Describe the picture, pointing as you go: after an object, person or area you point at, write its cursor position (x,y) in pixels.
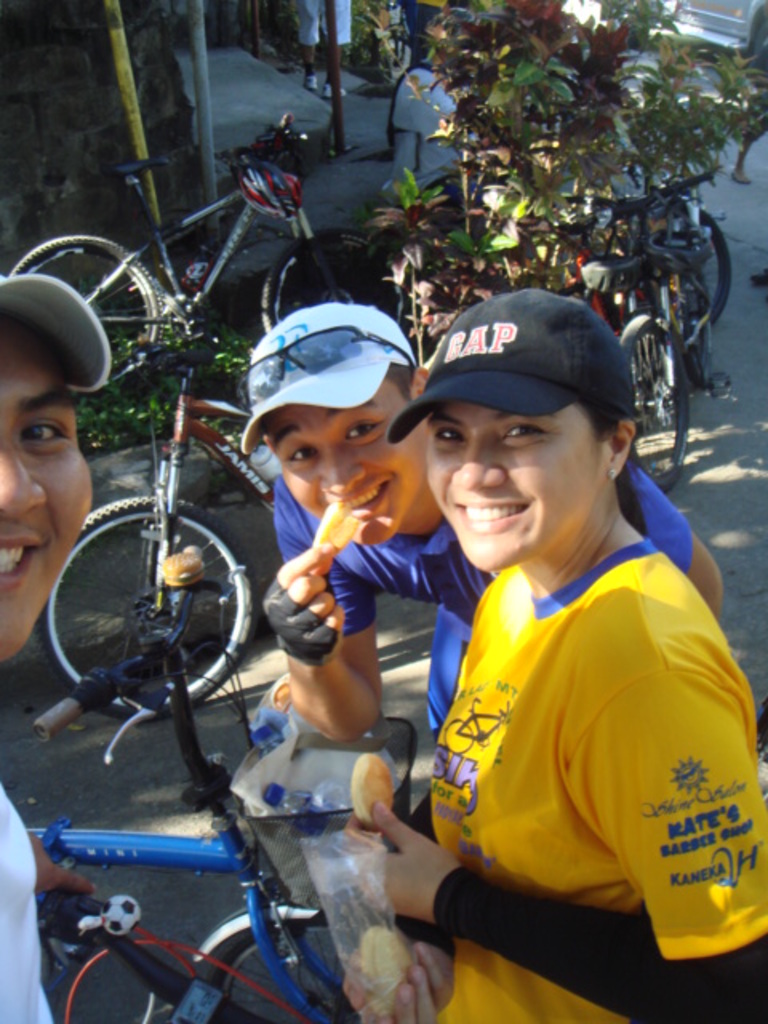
In this image I can see three persons (392,853) standing. The person (687,721) in front (671,698) wearing yellow color dress (687,721) and the other person (367,584) wearing blue color dress (363,580). Background (710,161) I can see few bicycles (166,652) and plants (567,132) in green color.
